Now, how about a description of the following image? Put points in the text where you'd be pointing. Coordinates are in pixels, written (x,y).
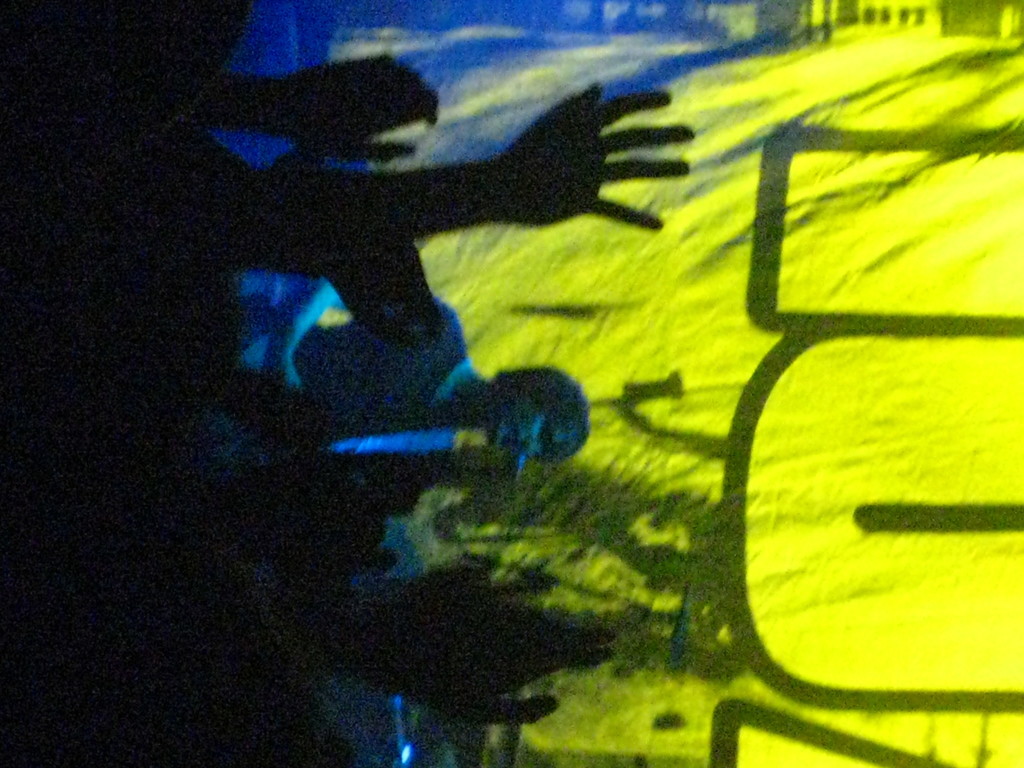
This image is in right direction. On the left side (193,302) there are few people (212,507) in the dark. On the right side (779,280) there is a curtain (728,326) which is in blue and yellow colors.
